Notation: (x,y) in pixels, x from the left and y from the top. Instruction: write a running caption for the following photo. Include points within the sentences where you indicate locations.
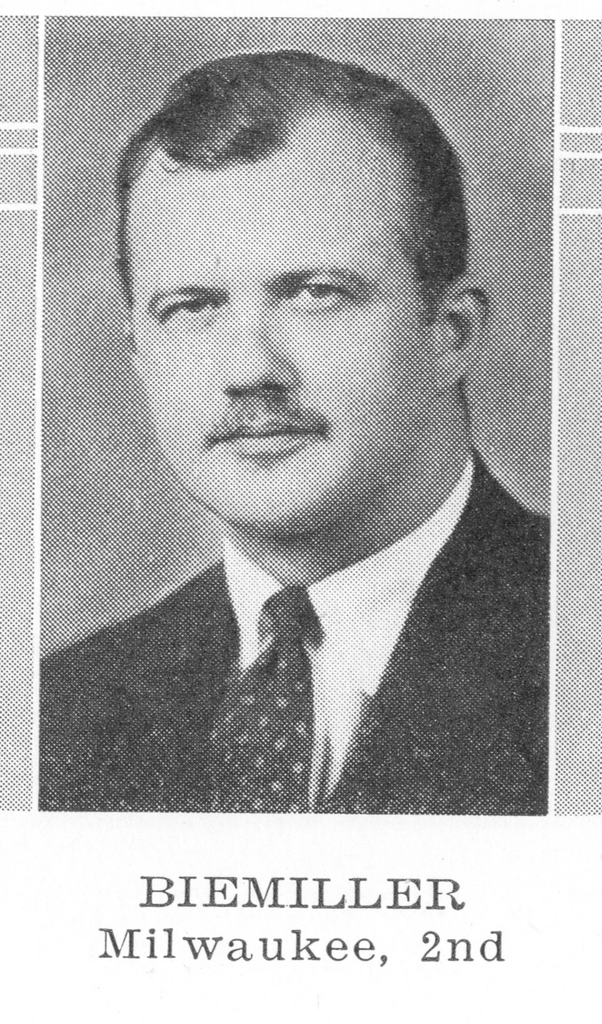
In this picture there is a man (270,541) wearing a coat (219,587) and Tie (272,706) and there is some text (244,928) written on it.
